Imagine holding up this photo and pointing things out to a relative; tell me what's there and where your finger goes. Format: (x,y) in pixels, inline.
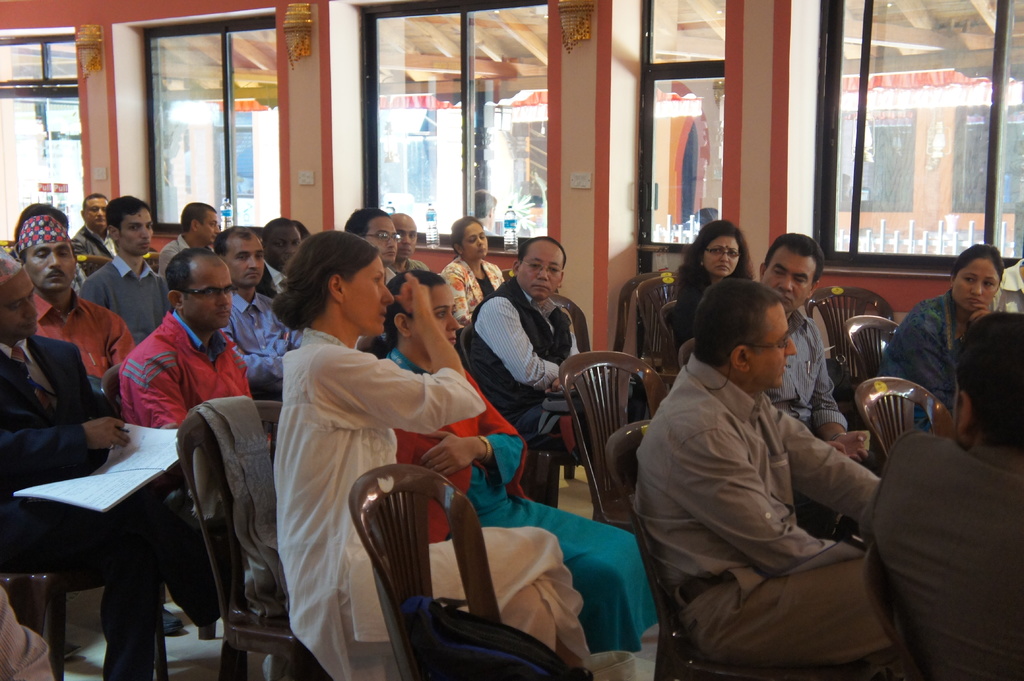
On the background (387,118) we can see windows (502,118). On the shelves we can see bottles (510,227). Through window glasses (393,167) outside view (977,167) is visible. Here we can see all the persons (514,537) sitting on chairs (418,531). This man (50,408) is holding book (107,482) in his hand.
